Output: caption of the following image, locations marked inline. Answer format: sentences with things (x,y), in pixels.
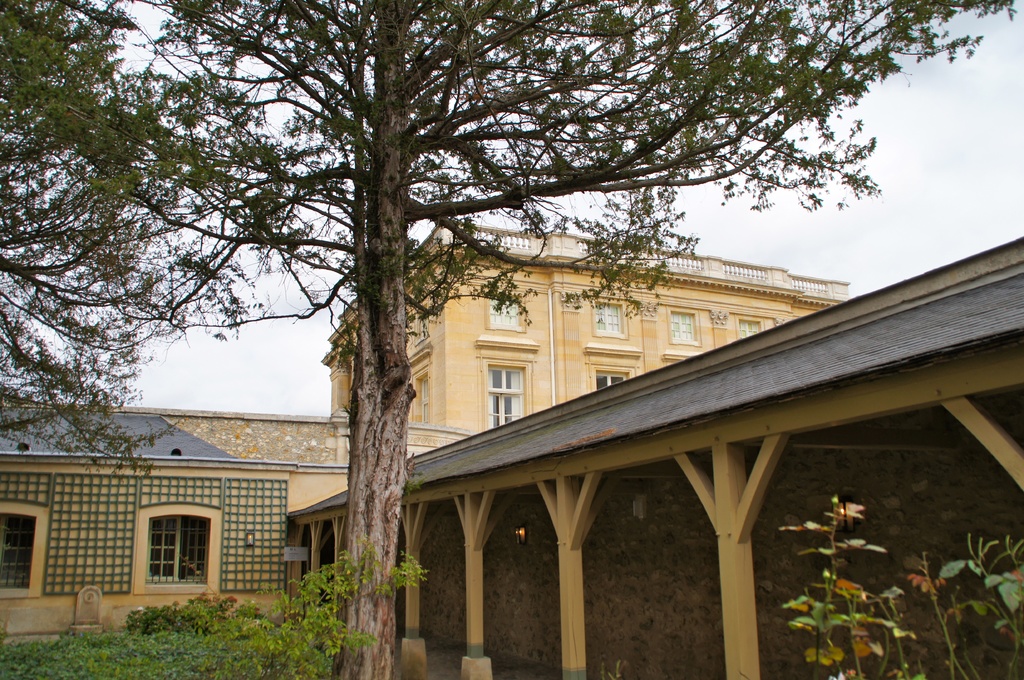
In this picture we can see plants (338,619), trees (353,625) on the ground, here we can see a shed (515,475), house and a building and we can see sky (833,143) in the background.
